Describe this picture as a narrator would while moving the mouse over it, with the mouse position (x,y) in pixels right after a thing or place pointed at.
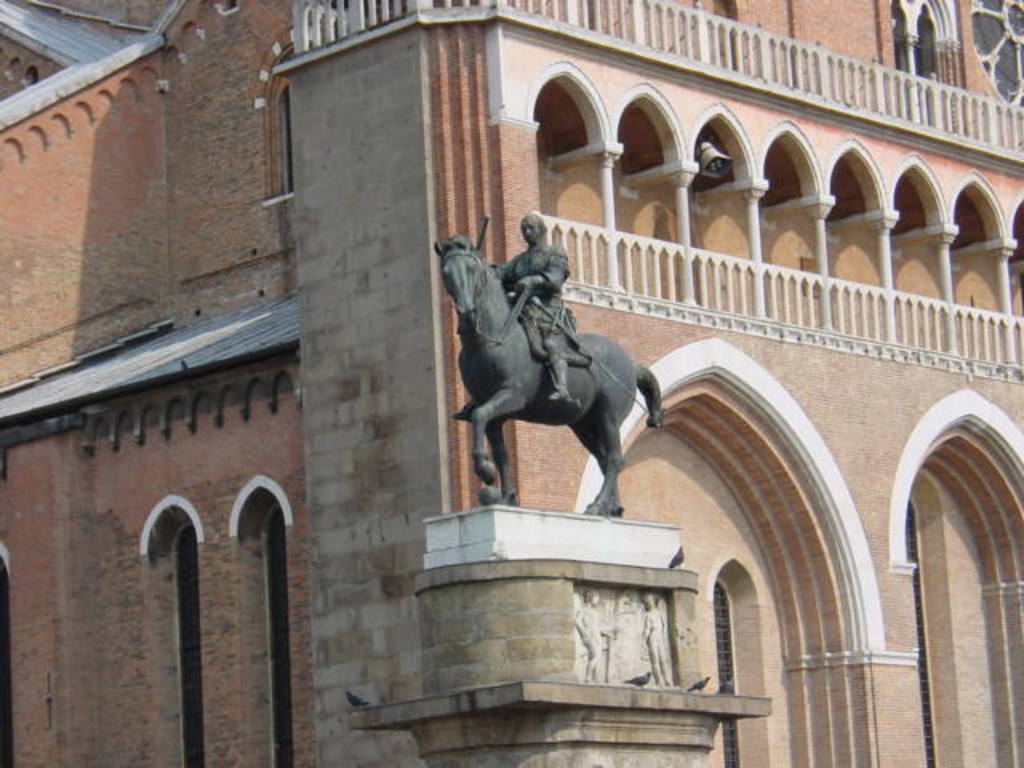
In this image I can see a building (739,189). In front of the building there is a pillar (543,590) on which I can see a statue (508,311) of a person (531,279) who is sitting on a horse (492,393).
